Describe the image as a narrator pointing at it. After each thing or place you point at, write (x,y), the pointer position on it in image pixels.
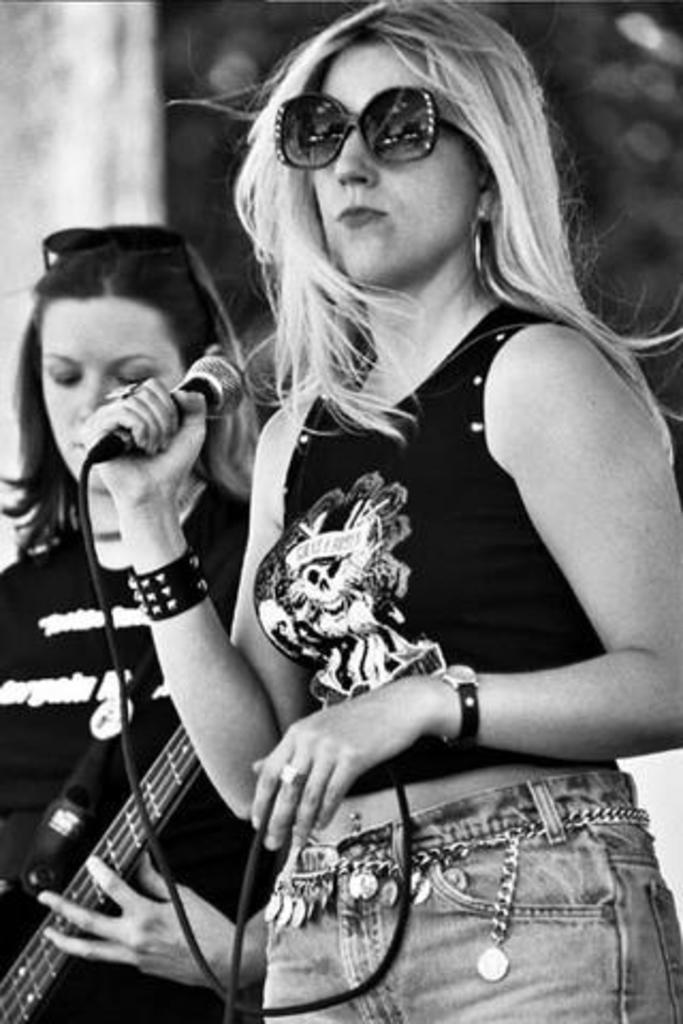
In this picture, we see two women (379,648) standing. Woman (319,545) on the right corner of the picture (519,723) is wearing goggles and she is holding microphone (169,406) in her hands (264,784). Beside her, woman (51,716) in black t-shirt (60,714) is also holding guitar (105,898) in her hands (139,916) and she is playing it.
